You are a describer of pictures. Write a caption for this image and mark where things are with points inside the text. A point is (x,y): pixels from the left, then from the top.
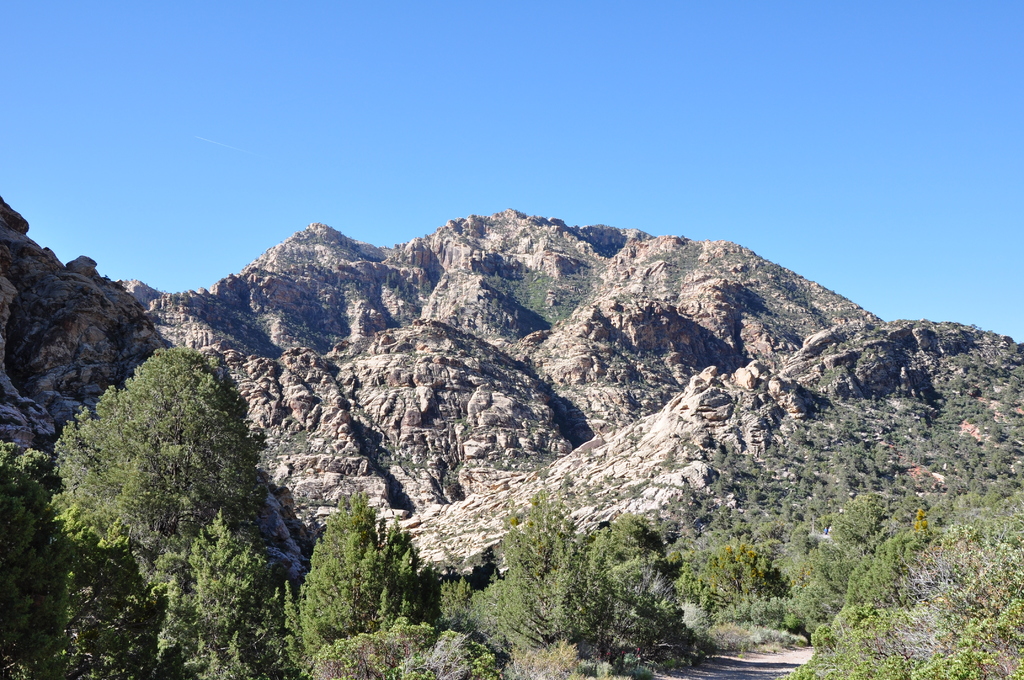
In this image we can see some mountains (698,442) and trees (548,511), and also we can see the sky (812,113).
